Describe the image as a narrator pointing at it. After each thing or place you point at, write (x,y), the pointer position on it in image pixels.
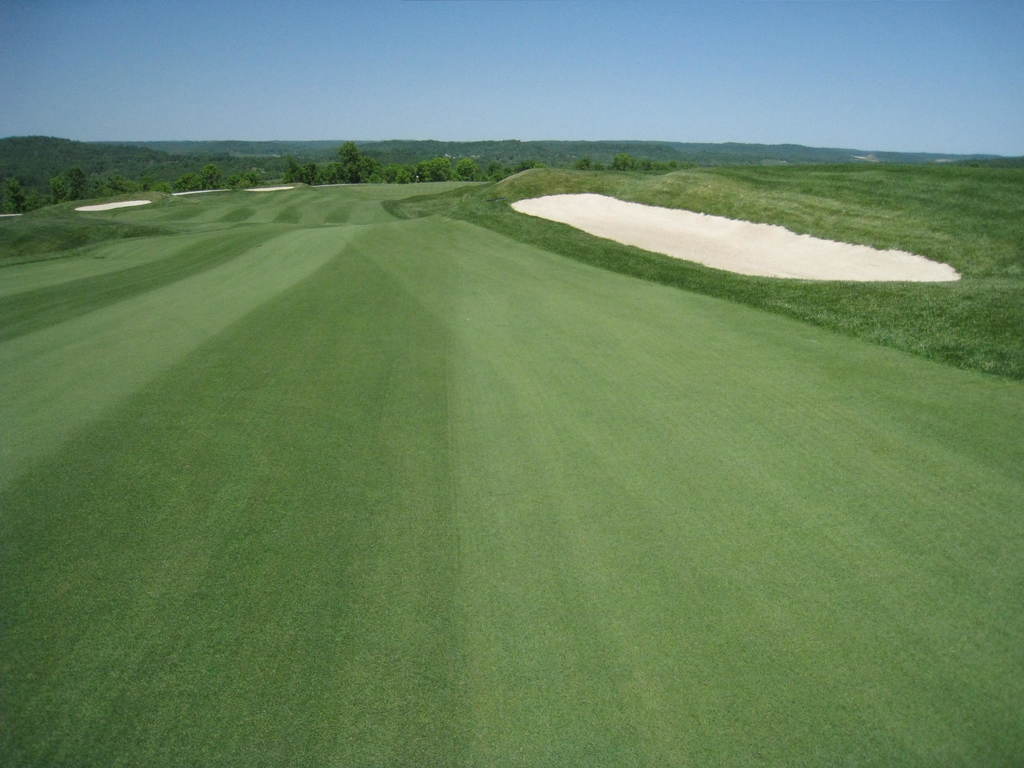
In the picture we can see a full of grass surface (682,606) and some cream color surface (730,265) on it and in the background (20,153), we can see, full of plants (54,148) and behind it we can see a sky (129,76).
